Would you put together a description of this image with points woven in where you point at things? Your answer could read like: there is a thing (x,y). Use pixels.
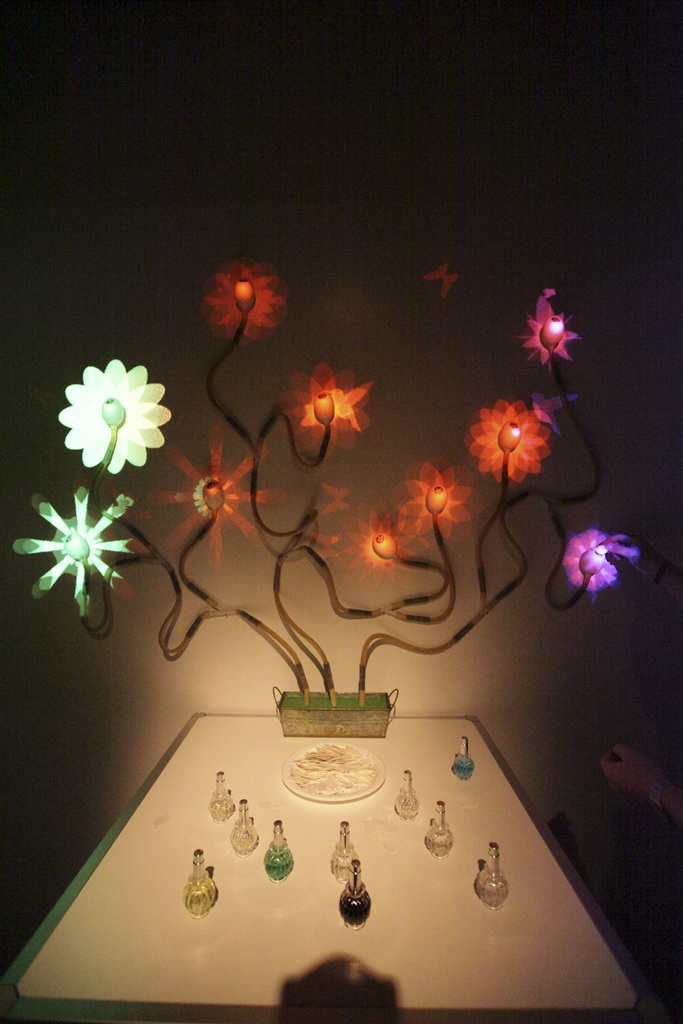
At the bottom of the image (205,892) we can see bottles (346,913) placed on the table (100,881). In the center of the image (256,490) we can see decors (311,701) and wall (270,263).
